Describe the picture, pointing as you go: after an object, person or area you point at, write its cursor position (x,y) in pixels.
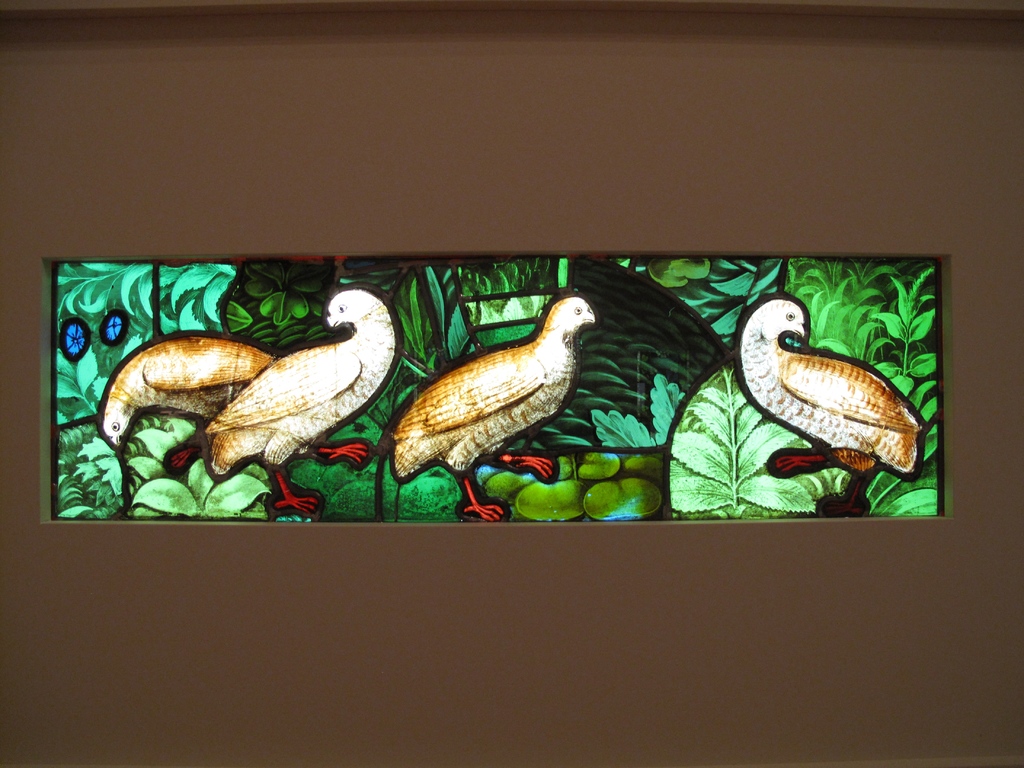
In this image in the center (547,300) there is an art (523,372) of pigeons (852,431) and trees (744,417) and plants (663,426), and in the background (943,201) it look like a wall (11,554).
